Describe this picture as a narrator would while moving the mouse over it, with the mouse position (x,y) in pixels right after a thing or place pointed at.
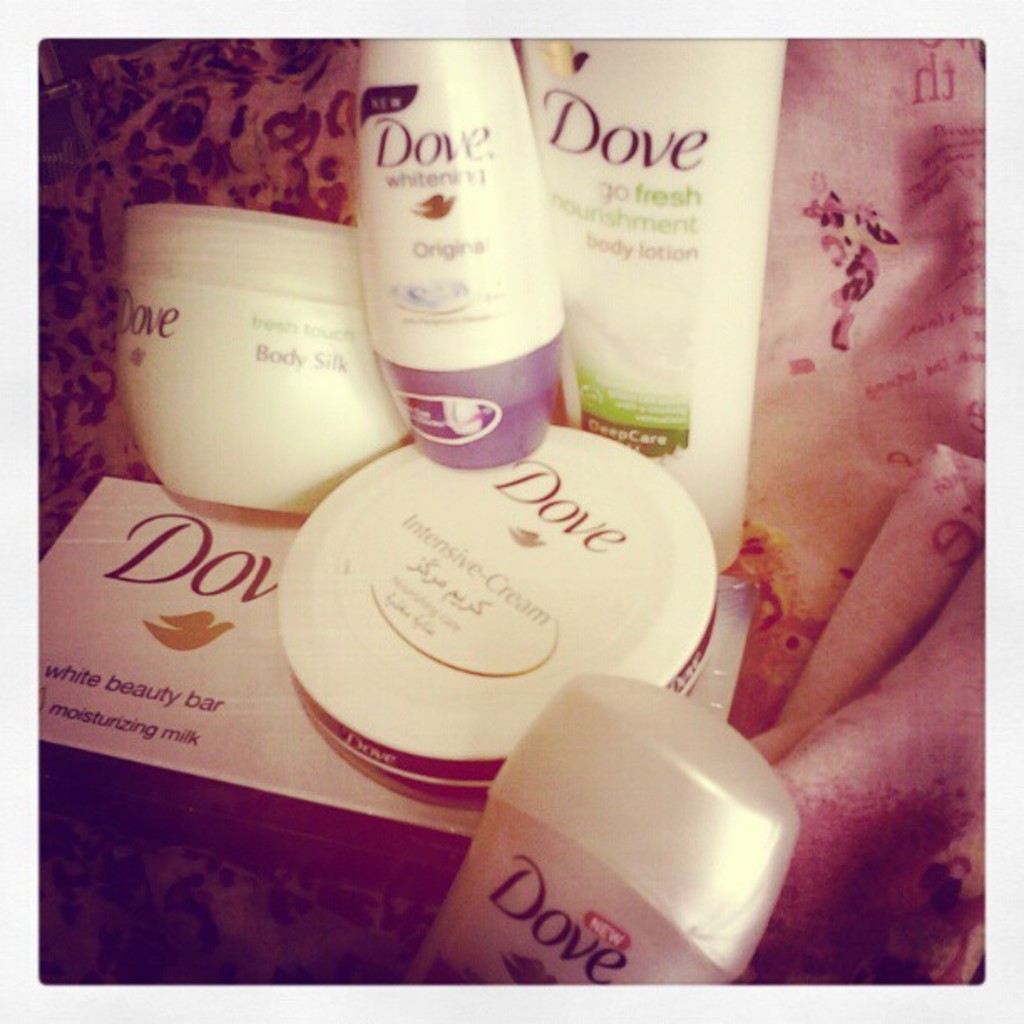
In the image there are bottles (607,104) and boxes (137,598) with names (157,582) and logos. Behind them there is cloth (842,461).
